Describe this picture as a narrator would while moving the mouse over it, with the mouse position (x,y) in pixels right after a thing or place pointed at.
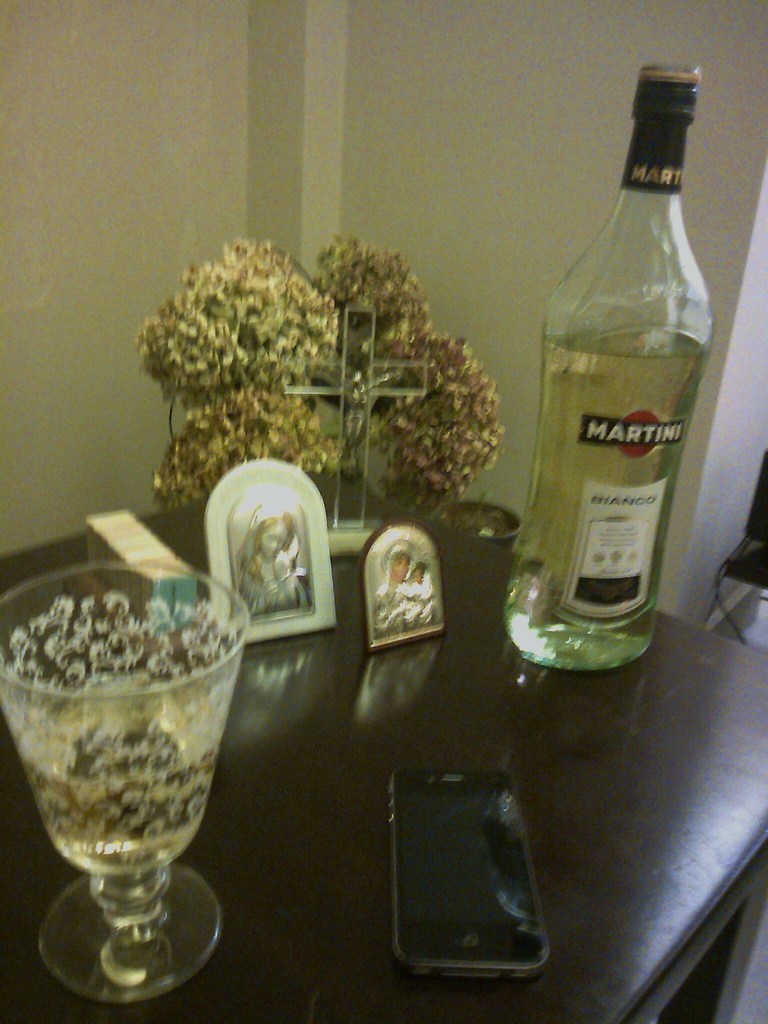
In this image there is a bottle (613,465), there is a glass (109,726), and there is a mobile phone (450,878) and there are two photo frames (288,575) on the table (631,735). In the background (74,98) there is a wall (168,72) and a pillar (248,49).
